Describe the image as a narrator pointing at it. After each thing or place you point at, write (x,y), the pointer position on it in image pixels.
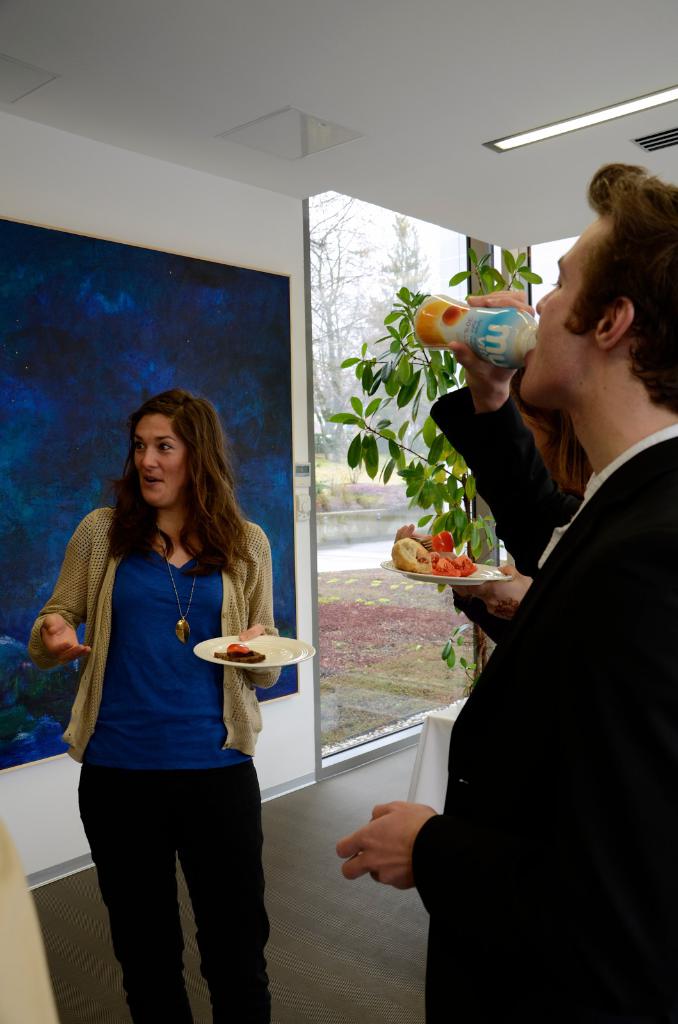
In the left (217,930) a woman (223,924) is standing and holding a plate (247,663) in her hand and talking. In the right (476,895) three persons (521,874) are visible. Out of which two (517,394) are half visible. One person (527,394) is drinking a juice (490,357) from the bottle (520,344). A roof top (440,113) is white in color on which light (503,144) is mounted. And a wall painting (197,301) visible on the wall (294,303) and a window (342,238) visible through which water (373,557), grass (379,589), trees (385,441) and a sky (367,273) visible. This image is taken inside a hall (376,971).
